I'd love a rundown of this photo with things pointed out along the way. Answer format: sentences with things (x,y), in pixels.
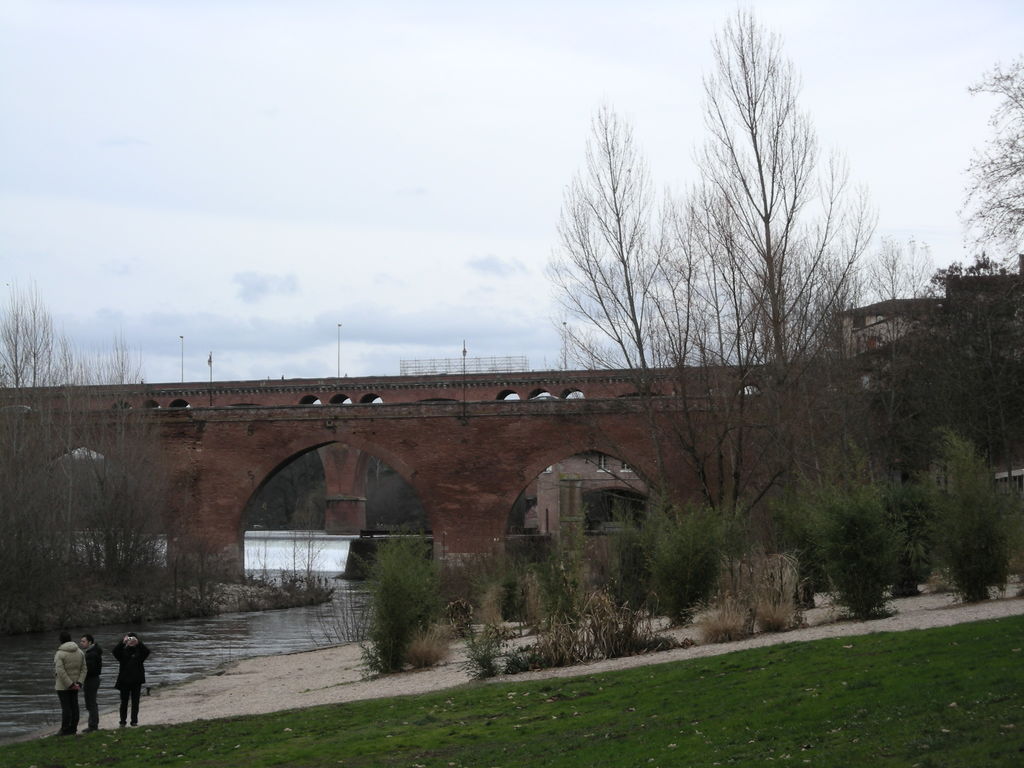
In this image there is ground (659,712) at the bottom (714,702). On the left side (133,663) there are three persons (132,680) standing beside the river (35,693). In the middle (406,452) there is a bridge (421,455). There are small plants (29,493) on either side of the river (220,657). At the top (358,69) there is the sky (362,82).
